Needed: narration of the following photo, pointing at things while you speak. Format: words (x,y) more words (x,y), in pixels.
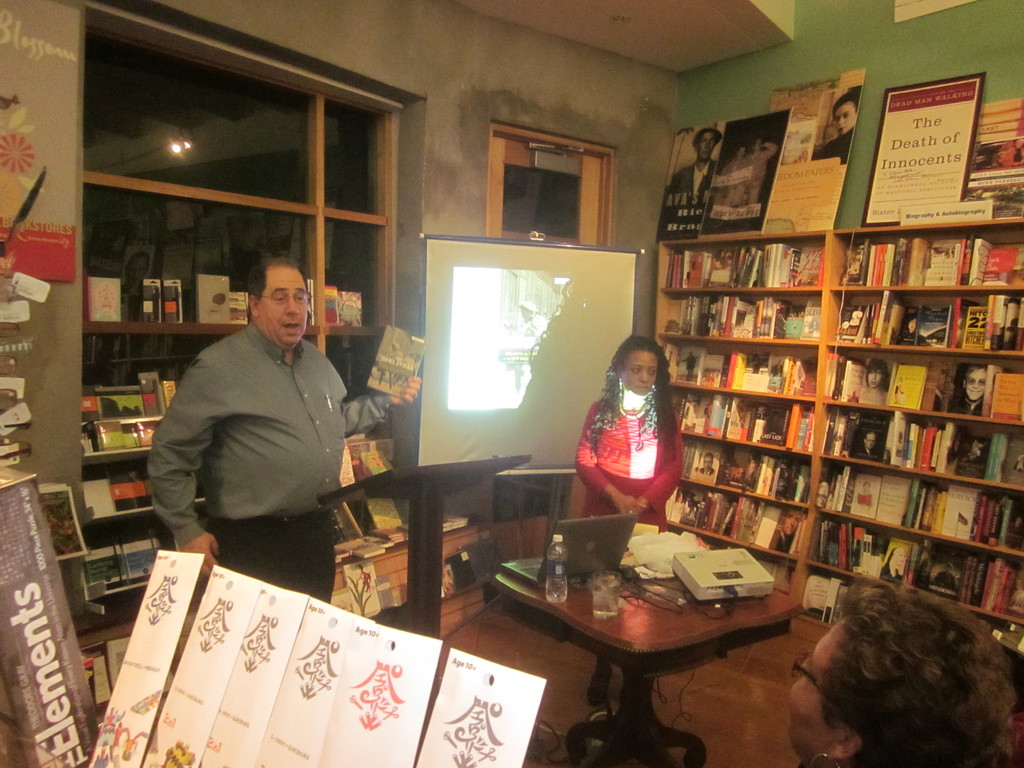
This is the picture of a room (387,245) where we have two shelves (820,463) in the right side (741,381) in which some books (857,446) are placed and to the other side there is another shelf (155,370) on which books (113,428) are placed and there are three people (287,541) in the room (356,516) among them one is sitting and the other two are standing in front of the screen (521,395) and table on which some things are placed on it.
